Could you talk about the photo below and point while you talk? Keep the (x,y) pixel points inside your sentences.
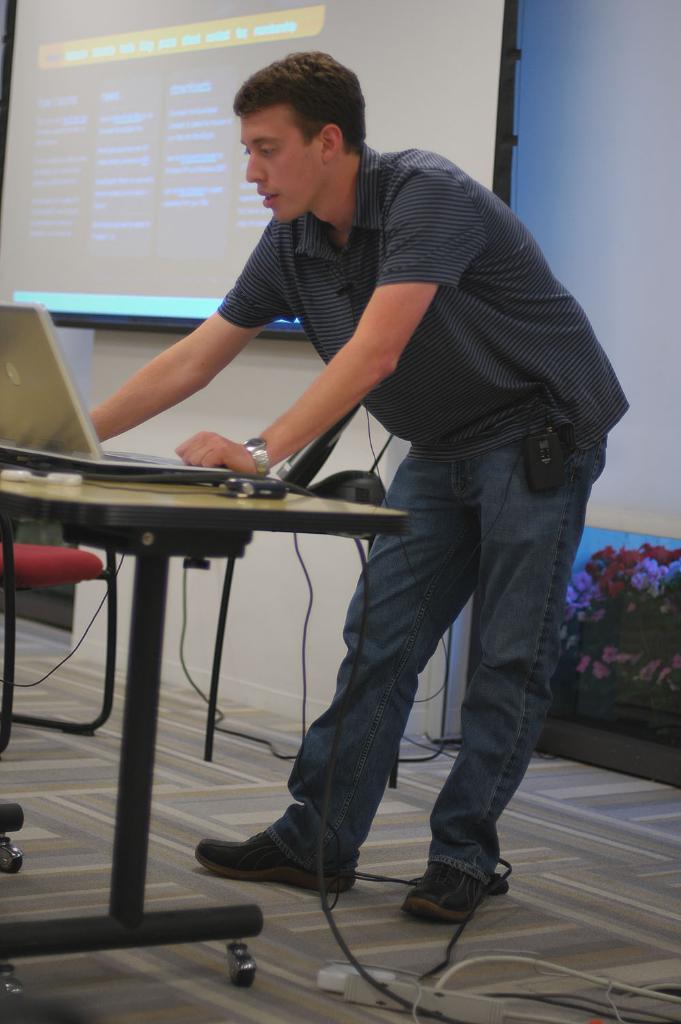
In this image I can see a man (266,87) is standing. I can also see a table (355,514) and on this table (172,528) I can see a laptop (18,338) and a mouse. Here I can see a screen (415,54).
